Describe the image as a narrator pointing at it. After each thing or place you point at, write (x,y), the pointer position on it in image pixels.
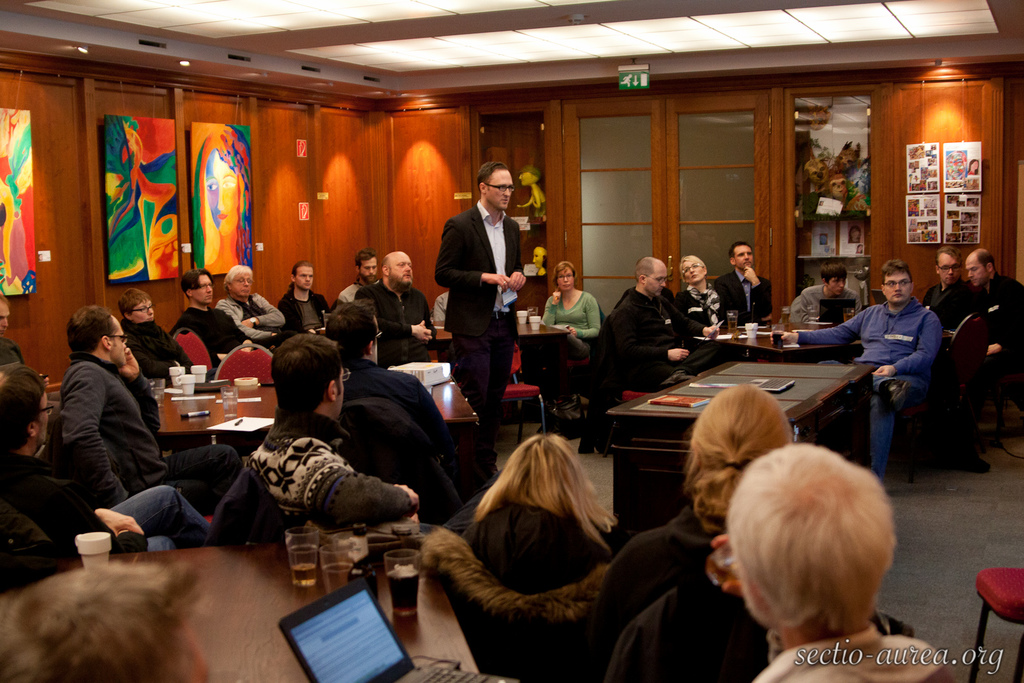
In this image we can see persons (727,433) sitting on the chairs (367,442) and one of them is standing on the floor (515,426). In front of the persons (270,444) tables (256,404) are placed and on them we can see laptops (334,613), beverage glasses (387,569), books (694,398), pens (184,416) and papers (266,424). In the background (209,219) there are wall hangings (166,201) attached to the walls (406,195), pictures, decors (527,174), electric lights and sign board (633,83).
